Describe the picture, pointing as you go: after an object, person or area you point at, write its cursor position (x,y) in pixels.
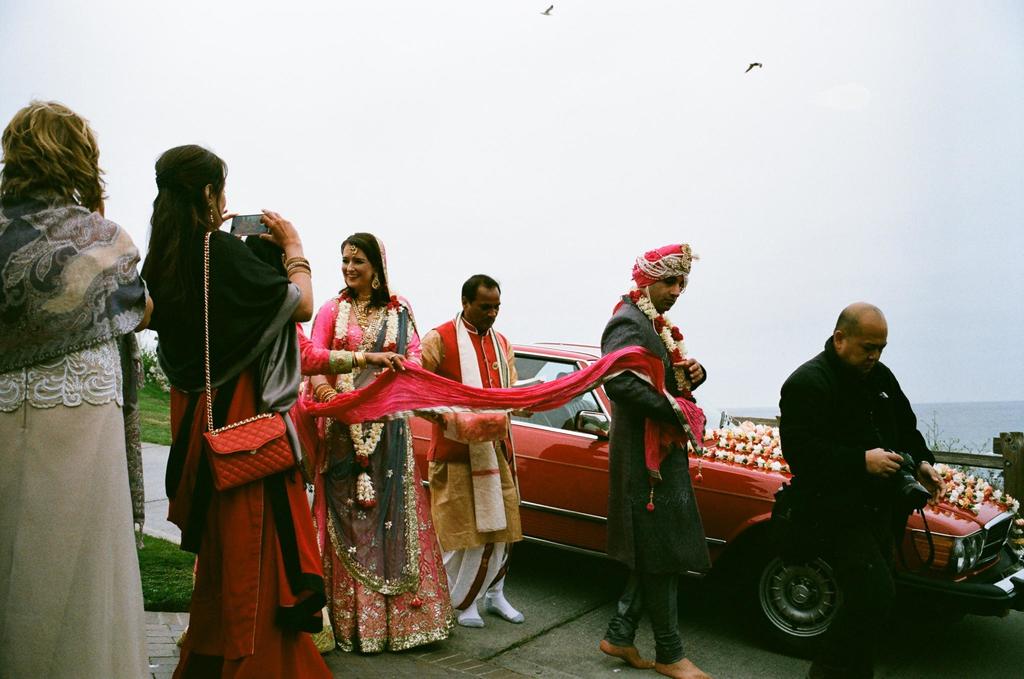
In this image there are few people (348,456) beside the car (596,441) in which one of them holding a bag (226,427), mobile phone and capturing a photo, there are birds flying in the sky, trees (947,436), plants (948,438), grass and the water (978,419).
